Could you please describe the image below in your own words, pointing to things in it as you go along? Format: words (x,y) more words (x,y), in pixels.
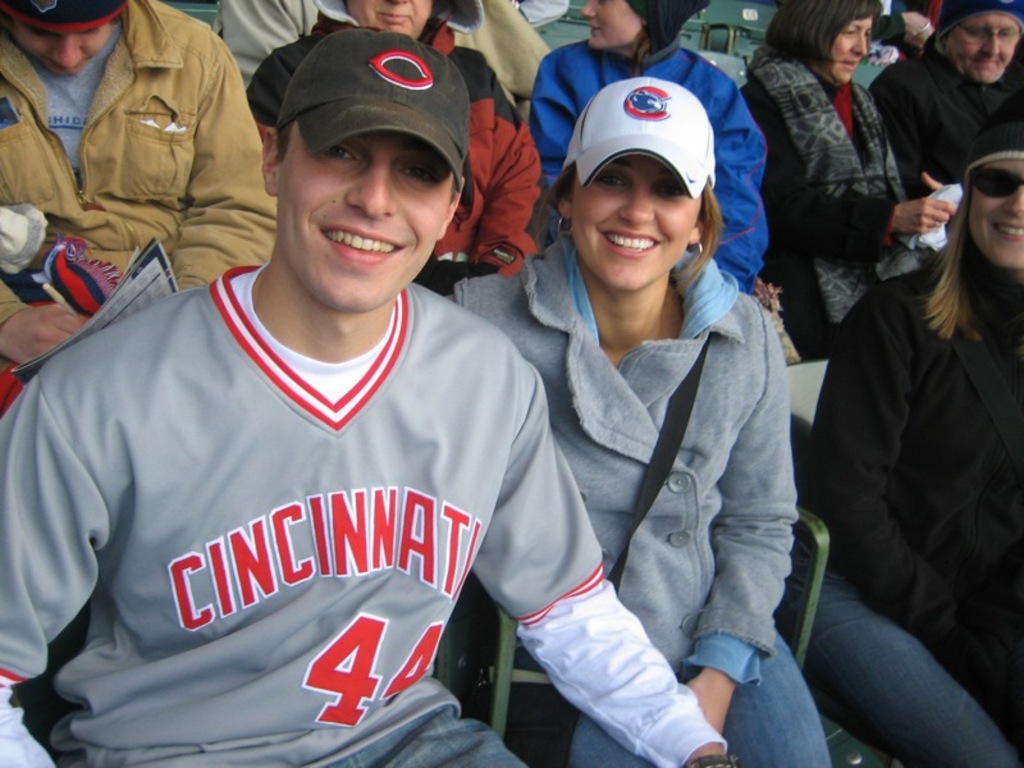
There is one man (407,513) and a woman (626,429) is sitting on the chairs (475,629) at the bottom of this image (660,536), The woman (555,409) is wearing a white color cap (637,138). There are some other persons (498,121) sitting in the background (93,144).
